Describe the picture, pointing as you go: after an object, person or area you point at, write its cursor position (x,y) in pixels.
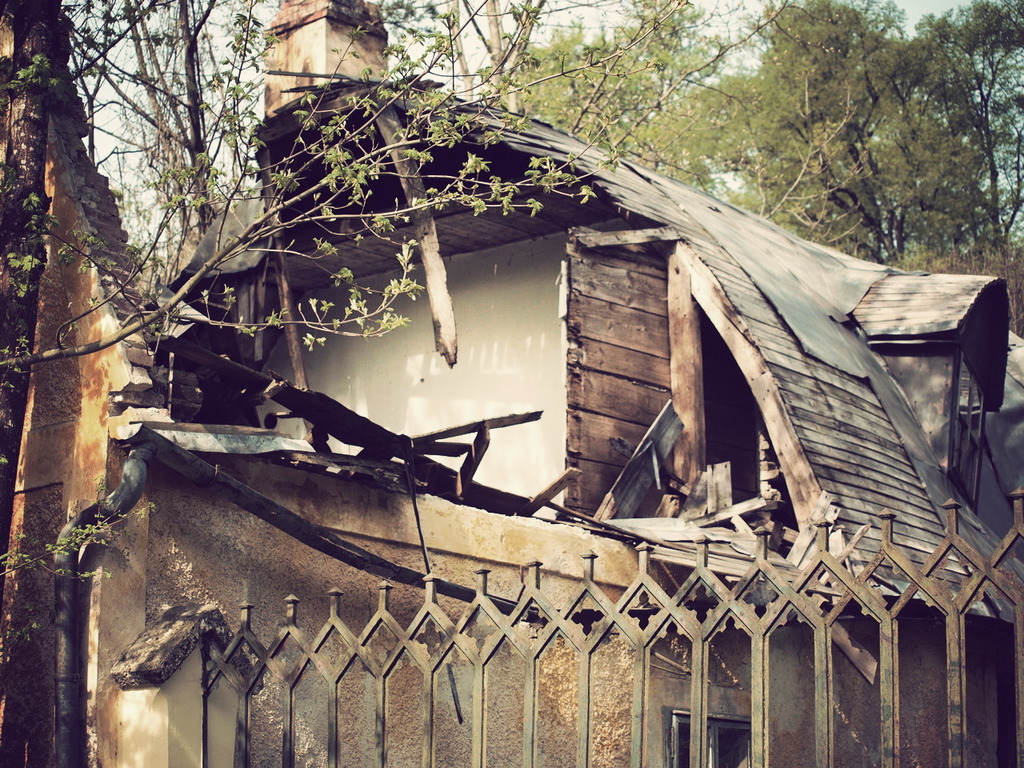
There is a wooden house (494,559) and in front of the house (260,575) there is a tall tree (56,25), it is partially dried up and behind the house (446,228) there are some other trees (885,188).
